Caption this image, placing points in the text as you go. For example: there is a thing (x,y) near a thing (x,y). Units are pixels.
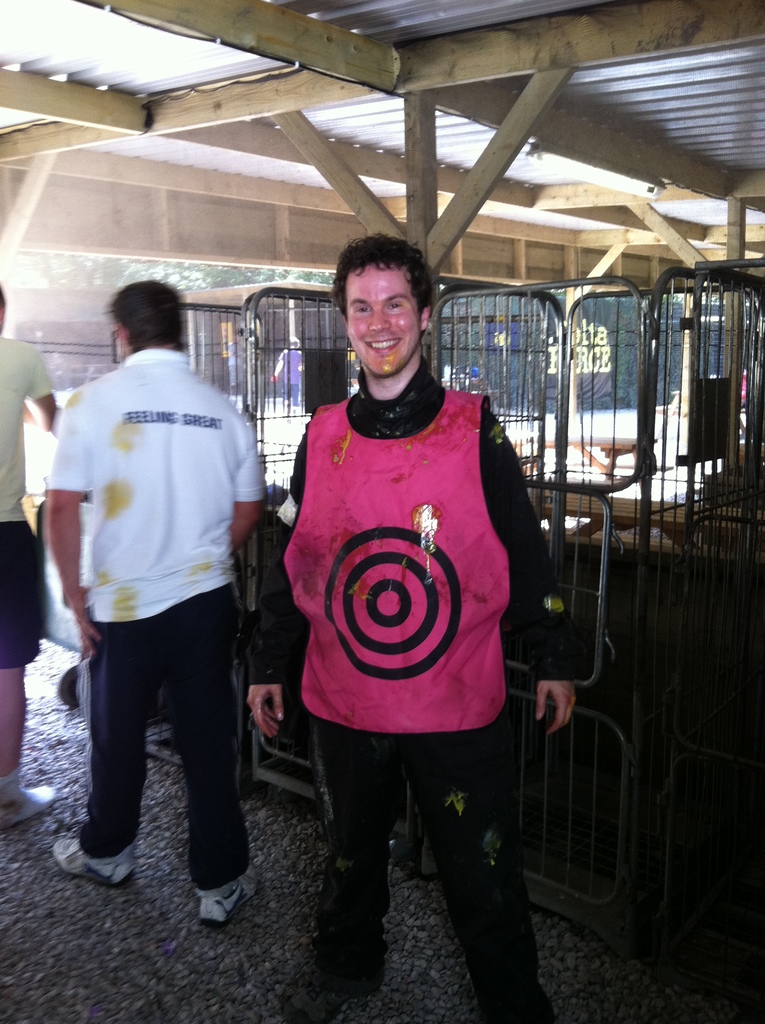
In this image there is a person (380,602) standing with a smile on his face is posing for the camera, behind the person (475,477) there are two other people (106,517) walking and there is a metal cage (581,410), in the background of the image (296,381) there are trees (193,284) and a few other people (233,356) walking, at the top of the image (190,75) there is the roof (211,63) of the shed (479,75).
